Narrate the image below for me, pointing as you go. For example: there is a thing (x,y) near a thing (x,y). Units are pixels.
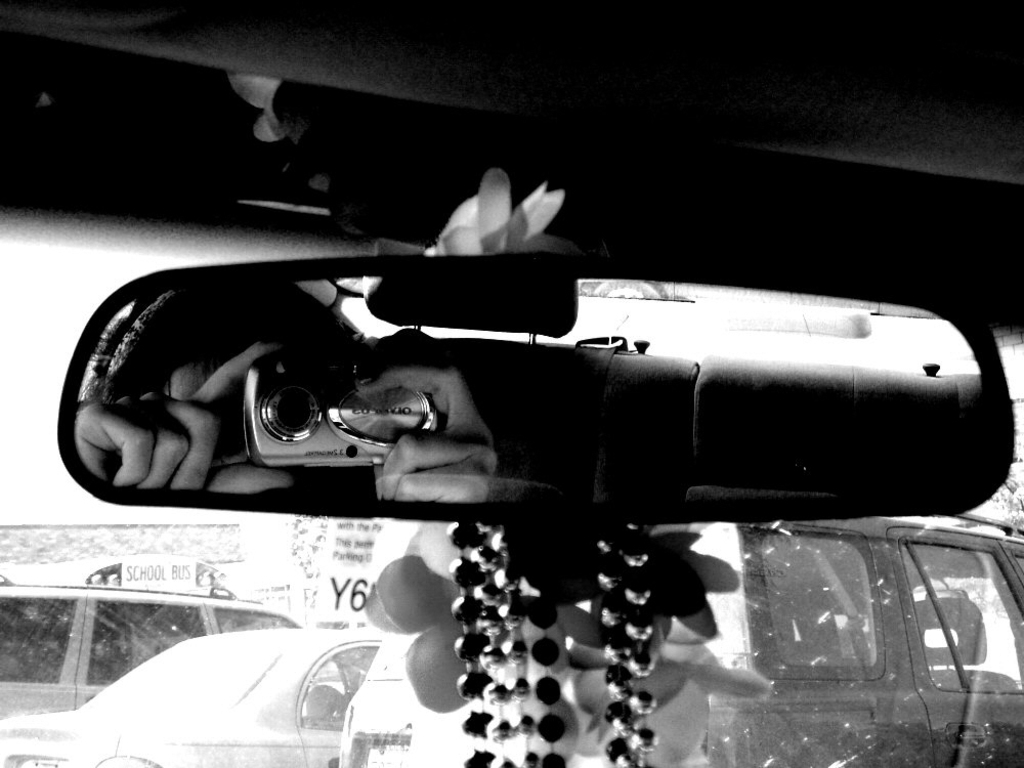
In this image I can see a car mirror (675,389), on which I can see a person (182,439) holding a camera (308,443) and behind persons (260,338) I can see seats (739,456) and there are some chains (488,668) attached to the mirror (353,452) and I can see there are some cars (379,648) visible at the bottom (183,671).
